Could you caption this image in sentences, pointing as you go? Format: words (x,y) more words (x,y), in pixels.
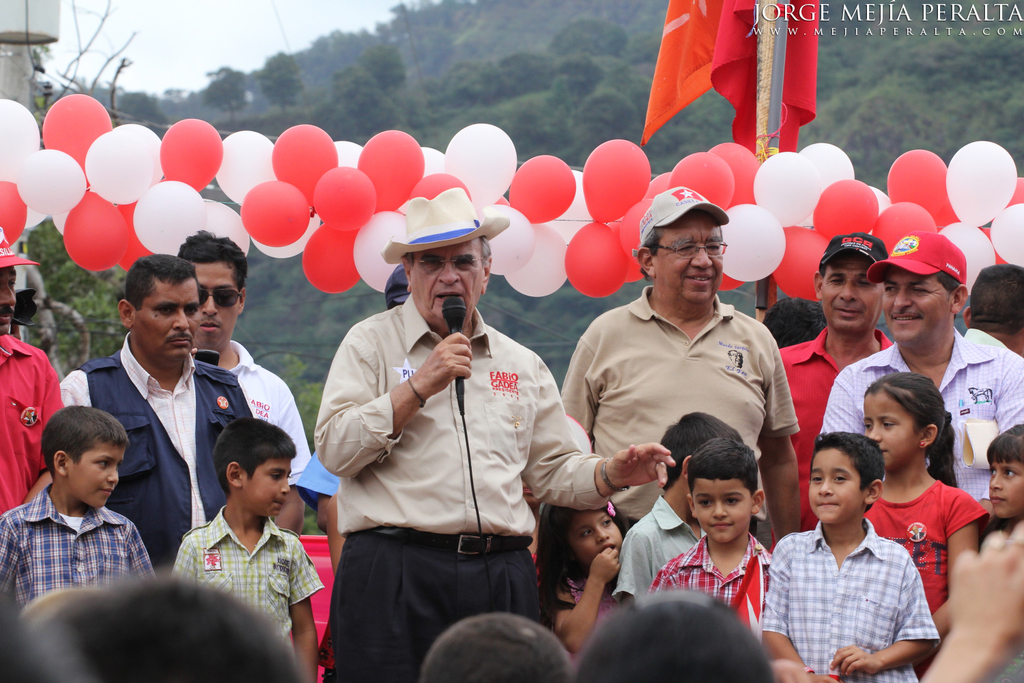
In the picture I can see a group of people (420,631). I can see a man (323,413) in the middle of the image (428,302) and he is speaking on a microphone (460,308). I can see a few children (244,476). I can see two men (698,387) on the right side (924,247) are smiling. I can see the balloons (759,180). In the background (824,91), I can see the trees (618,102). I can see a flagpole (760,44) on the top right side of the picture (778,80).
